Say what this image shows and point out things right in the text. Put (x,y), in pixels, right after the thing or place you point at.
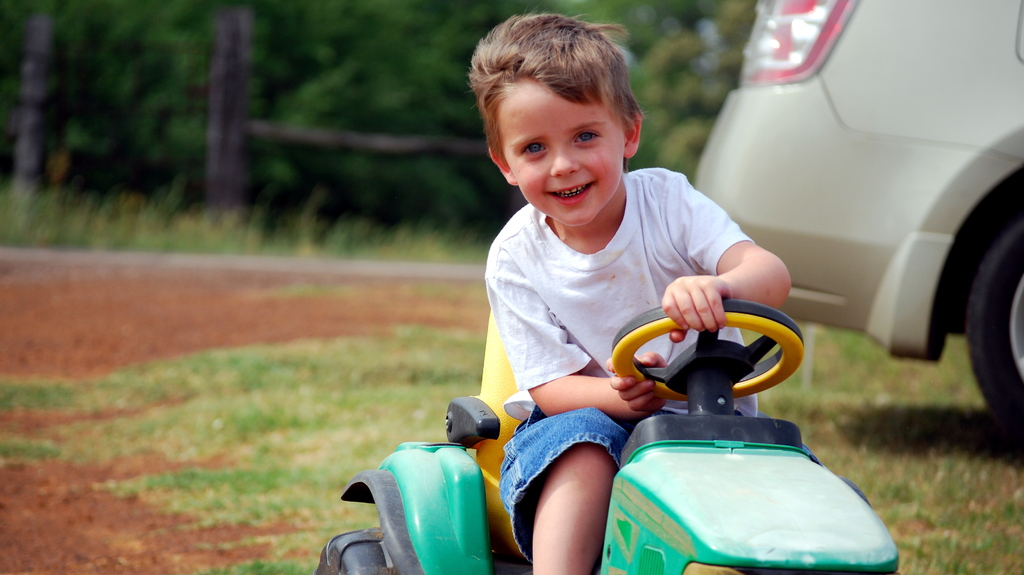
In this image I can see a boy (616,410) is sitting on a green colour toy vehicle (441,544). I can see smile on his face (560,189) and I can see he is wearing white t shirt (611,305) and blue shorts (540,453). In the background (354,460) I can see grass (306,472), a vehicle (853,180), few trees (324,58) and I can see this image is little bit blurry from background (656,118).
